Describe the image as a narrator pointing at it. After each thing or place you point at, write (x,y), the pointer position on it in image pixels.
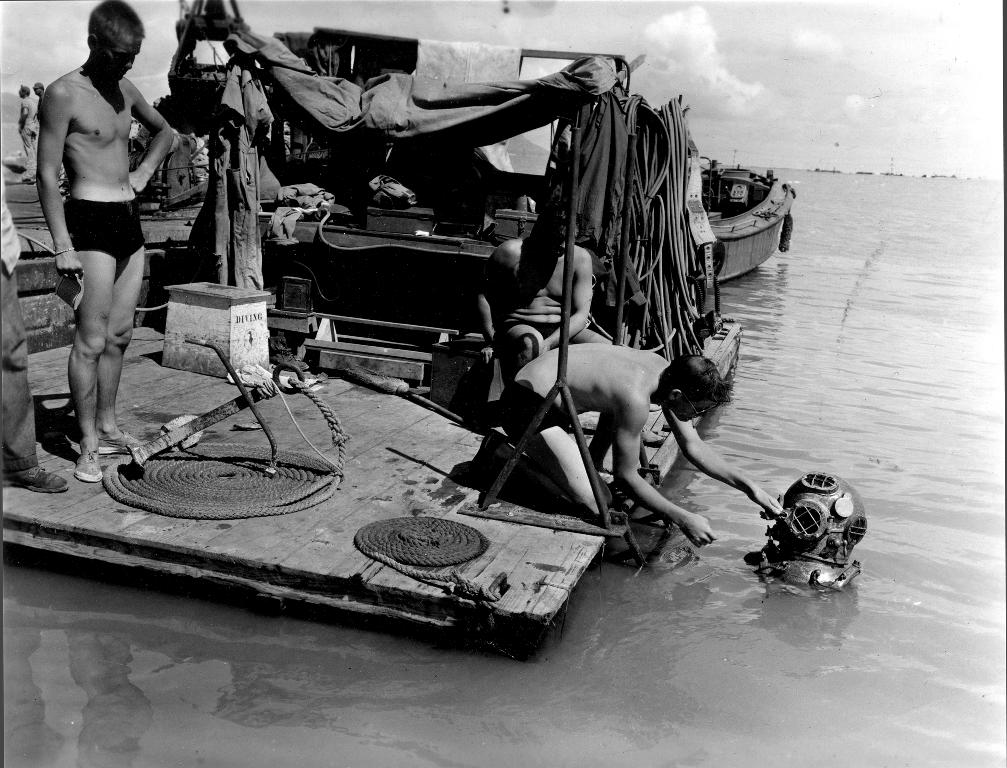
In the foreground of this black and white image, there are two men (103,352) standing on the raft like structure (172,381) and a man (528,381) kneeling down and holding an object (815,529) which is on the water surface (800,598) and also a man (552,306) sitting. We can also see ropes (280,485) and clothes (293,206). Behind it, there is a boat (737,197), two men (21,124) on the left (28,134) and sky (730,129) and the cloud (700,35) at the top (691,46).
